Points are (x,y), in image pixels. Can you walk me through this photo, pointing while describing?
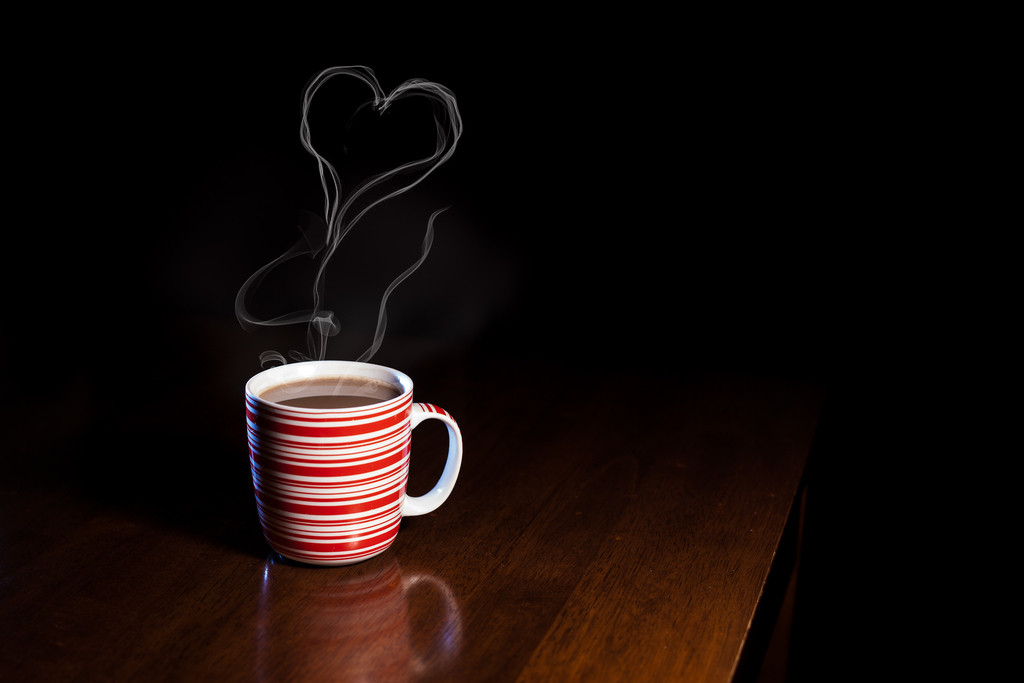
In this image there is a table (652,526) on which there is a cup of coffee (366,437). In the air, we can see the vapour (372,204).
